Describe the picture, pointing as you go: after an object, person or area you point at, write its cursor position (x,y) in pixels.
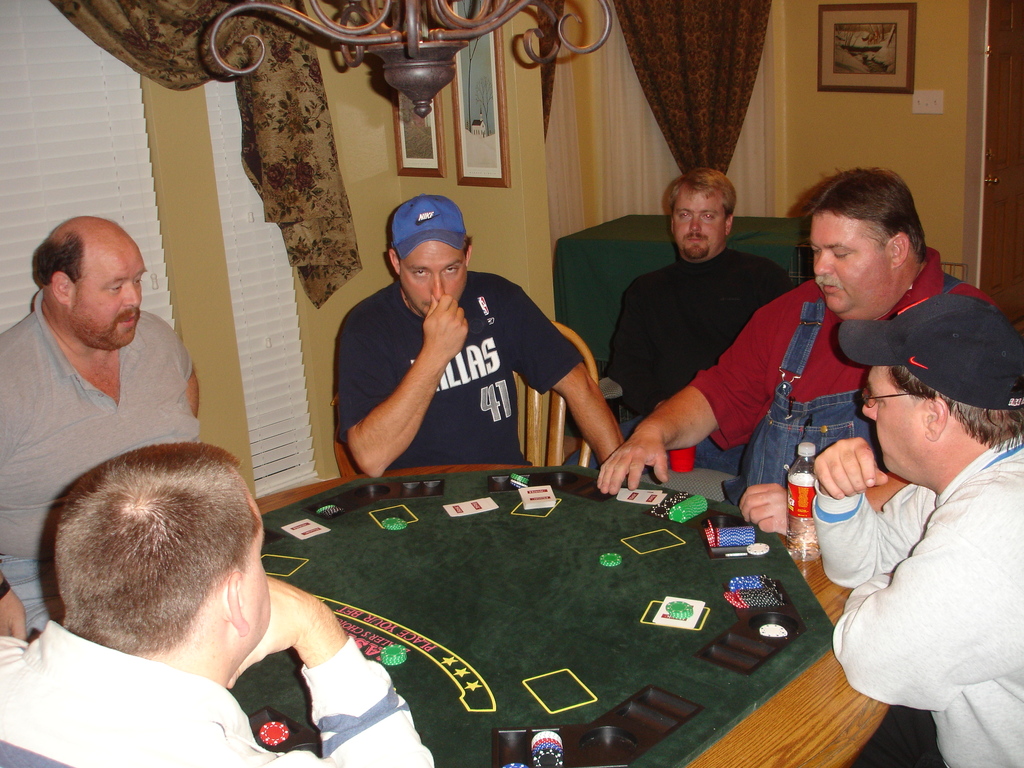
In this image few persons (681,209) are sitting around a table (474,730) playing cards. At the top of image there is a chandelier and few picture frames (466,153). On table (786,766) there is a bottle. Person (931,426) at the right side (892,685) is wearing a white shirt (997,643) is wearing spectacles (865,389) and cap (955,370).
